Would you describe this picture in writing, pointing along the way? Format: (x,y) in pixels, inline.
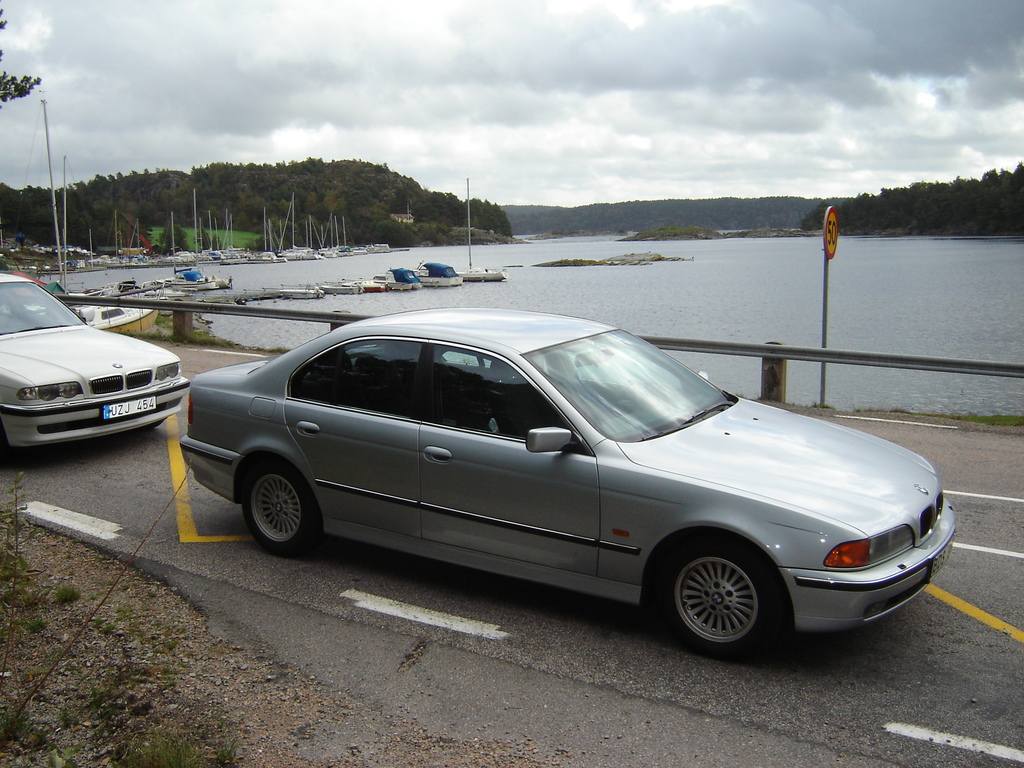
In this image I can see the road (550,664), some grass (13,547) on the road (565,673), few cars (152,413) on the road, the railing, the water (829,326) and few boats (441,268) on the surface of the water (763,285). I can see a metal pole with a board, few other poles (332,241), few mountains (330,213) with trees (298,213) on them and in the background (410,93) I can see the sky (550,82).
